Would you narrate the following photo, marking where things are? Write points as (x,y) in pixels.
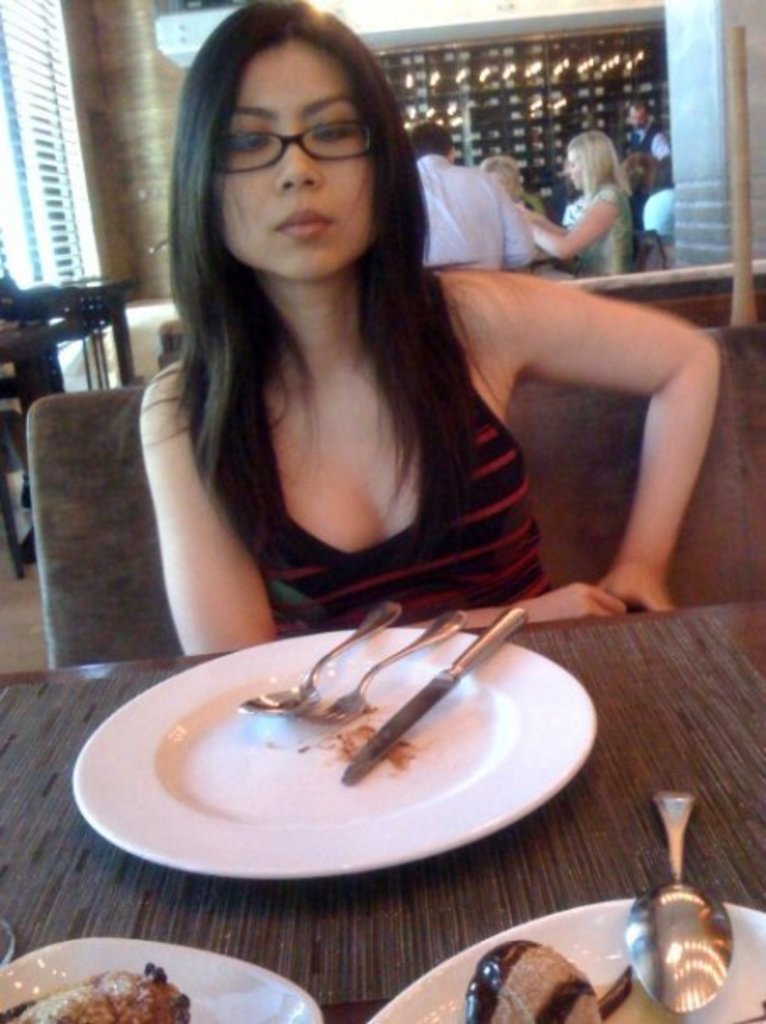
In this image, we can see a food item (524,981) in the plate (598,970) and there are spoon (271,710), fork (341,709) and a knife (379,751) which are placed on the table (656,720) and here we can see a lady (421,458) sitting on the chair (553,537) and in the background (432,152), there are some other people (595,178).
